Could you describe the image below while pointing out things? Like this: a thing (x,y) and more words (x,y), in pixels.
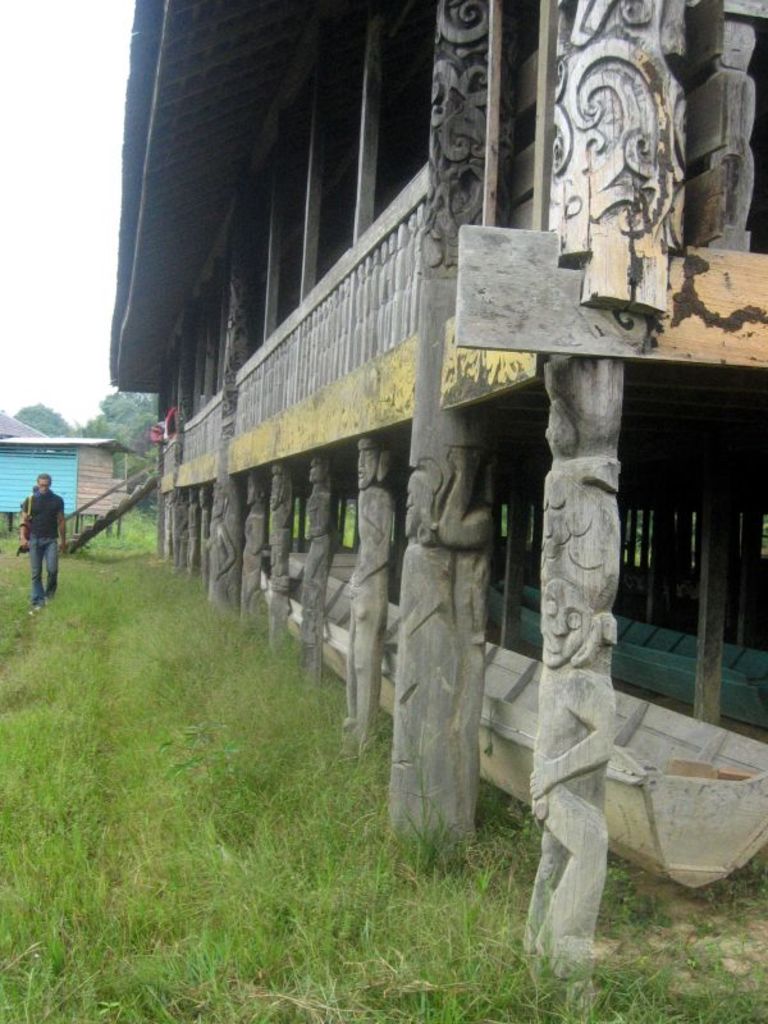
In this picture there is a man (32,553) walking on the grass (27,586) and carrying a bag (30,515), behind him we can see persons (152,436) and house (10,438). We can see carving (385,511) on wooden pillars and building (164,467). In the background of the image (74,411) we can see trees (130,422) and sky (91,61).
